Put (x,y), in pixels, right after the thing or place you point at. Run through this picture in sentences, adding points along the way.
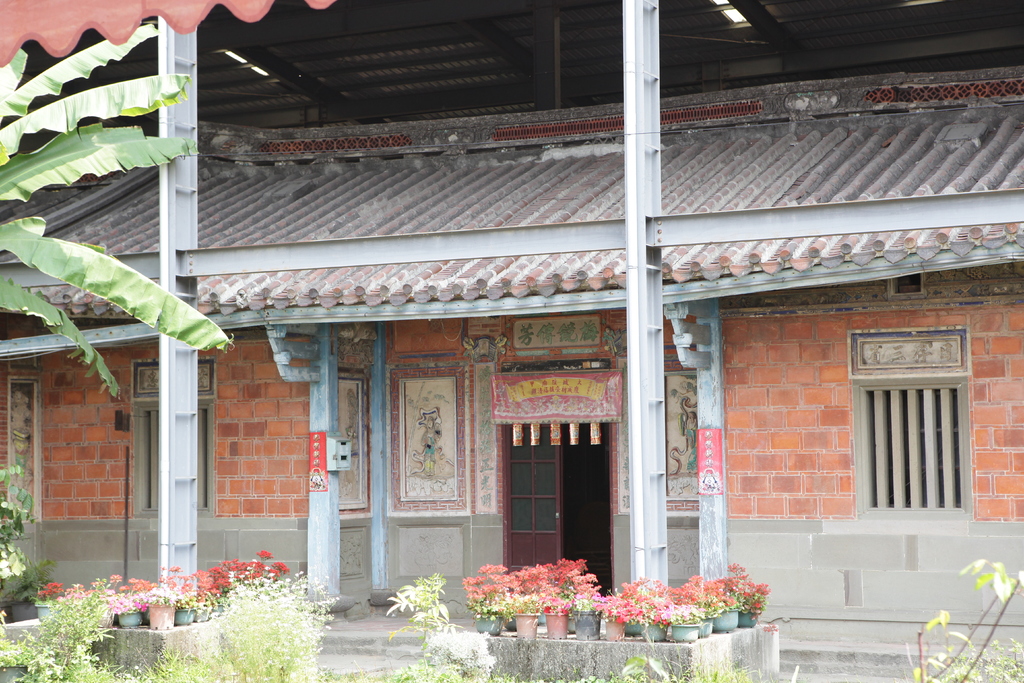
In this image we can see a house (608,313) with roof (534,276), windows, door (529,524), pillars (384,503) and some pictures (363,485) on a wall (362,522). We can also see a tree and a cloth (494,407). On the bottom of the image (597,590) we can see some plants (542,587) with flowers (583,598) in the pots (547,626).
